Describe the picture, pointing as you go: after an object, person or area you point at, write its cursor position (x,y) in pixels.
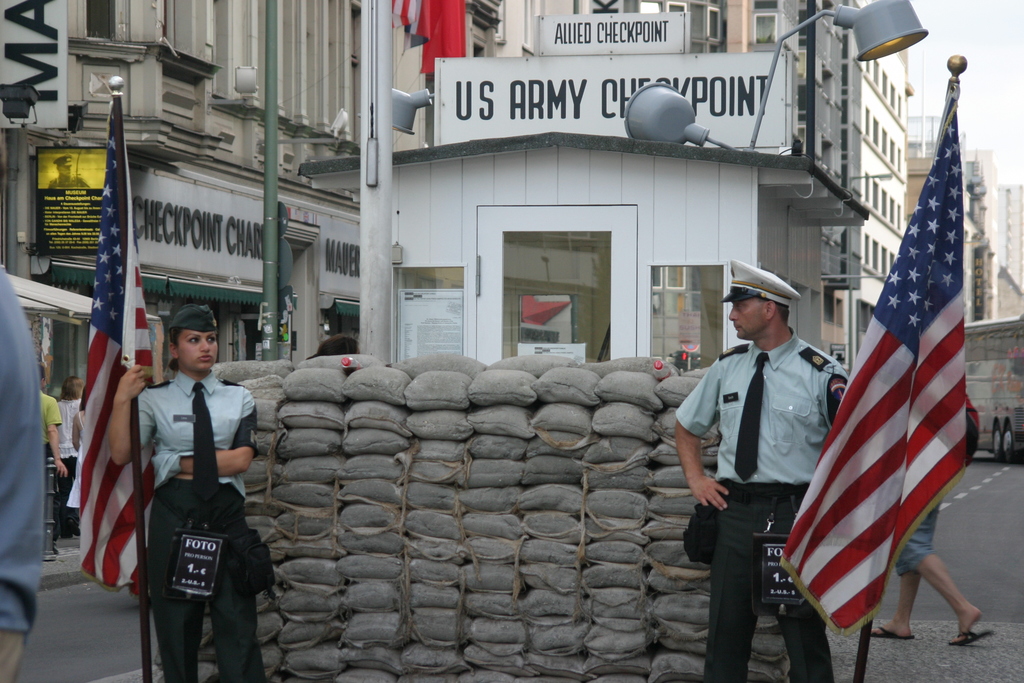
In this picture I can see buildings (137,156) in the back (734,26) and few boards (449,139) with some text (16,58) and couple of persons (172,468) standing and holding flags (101,312) in their hands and few are walking. I can see few bags (426,459) and posters (539,352) with some text (411,334) on the glass (408,288) and I can see a cloudy sky (965,76).
